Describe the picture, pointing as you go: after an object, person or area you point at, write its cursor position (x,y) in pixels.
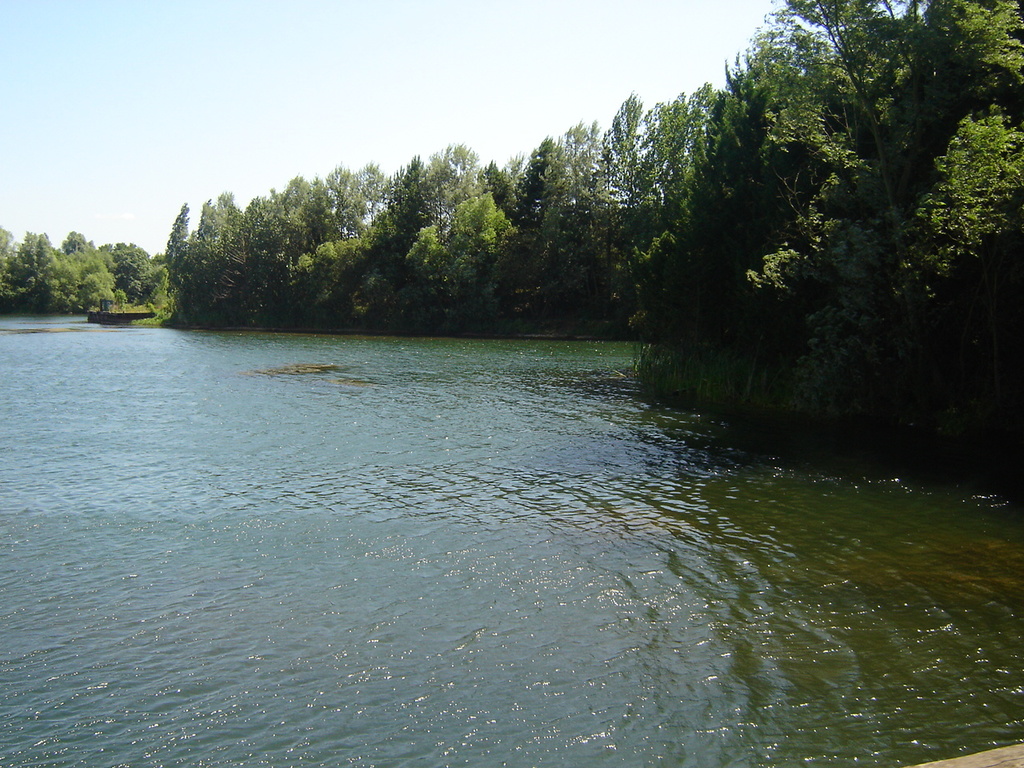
In this image I can see water (395,383) and number of trees (395,308) in the front (546,416). I can also see the sky (215,10) in the background (211,175).
